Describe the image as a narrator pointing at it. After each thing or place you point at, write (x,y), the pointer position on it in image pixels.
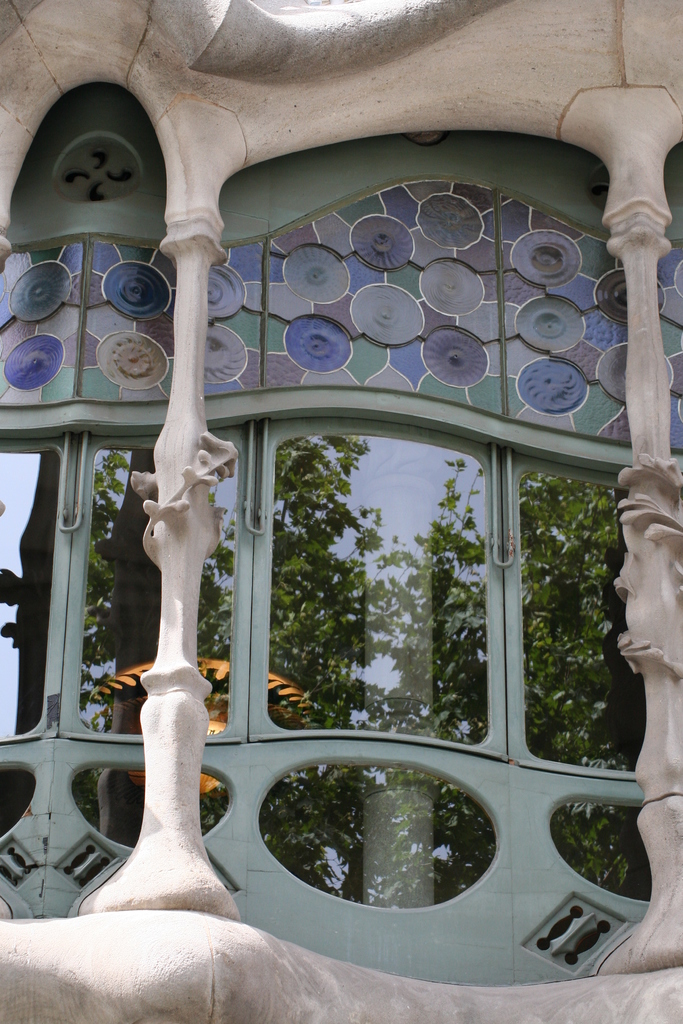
In this picture I can see the reflections (413,594) of trees (583,537) and sky (436,507), and it is looking like a building (509,256).
